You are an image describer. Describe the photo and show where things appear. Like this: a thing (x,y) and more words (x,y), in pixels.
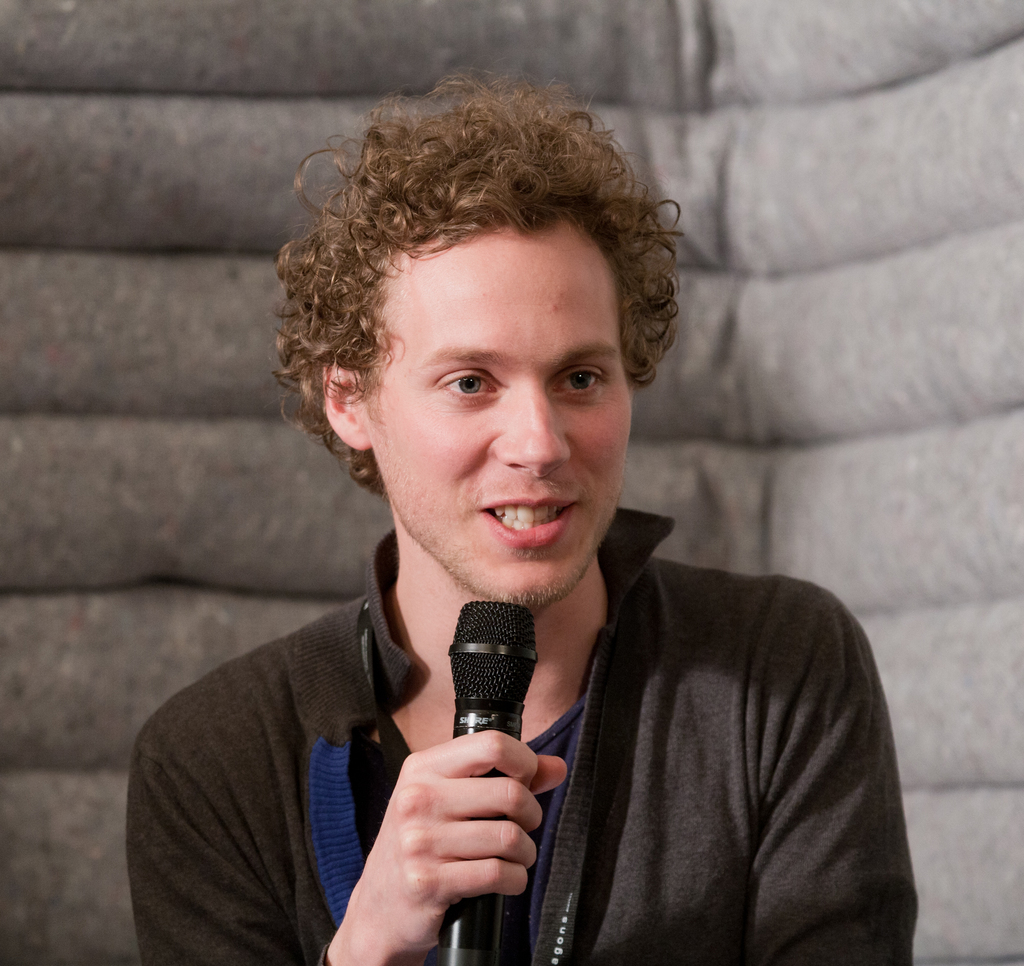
In this image we can see a man (529,549) smiling and holding a mic (477,724) in his hand (442,888).
